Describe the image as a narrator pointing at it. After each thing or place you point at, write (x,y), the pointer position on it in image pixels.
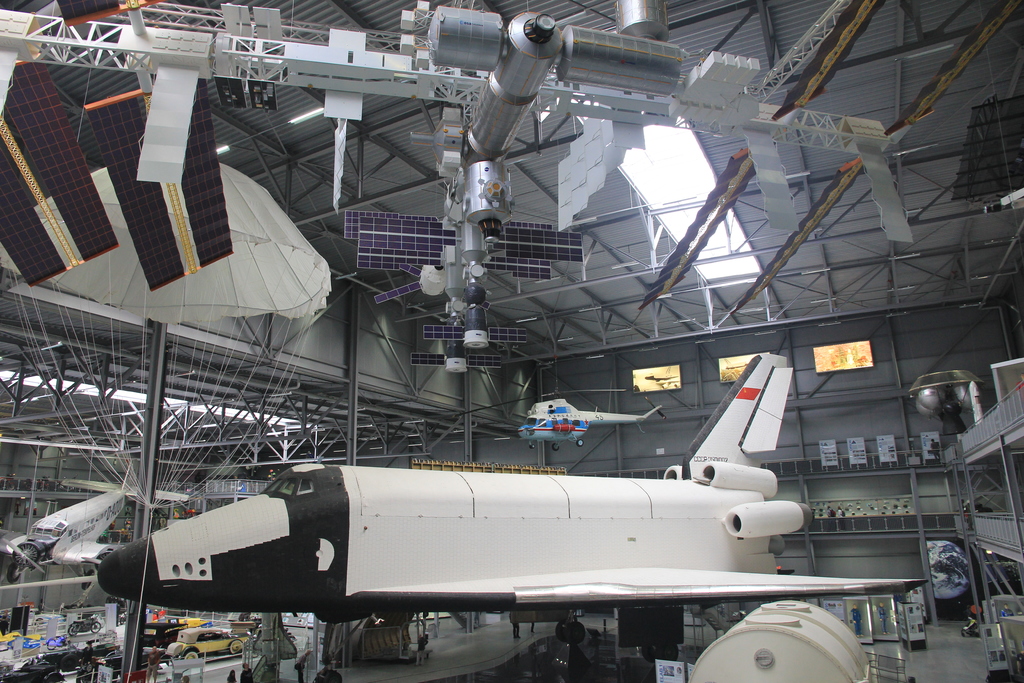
It is the picture captured inside a ¨technik museum¨ (326,432) there are many planes (296,485) and electronic equipment (194,43) inside the room (1004,243).
